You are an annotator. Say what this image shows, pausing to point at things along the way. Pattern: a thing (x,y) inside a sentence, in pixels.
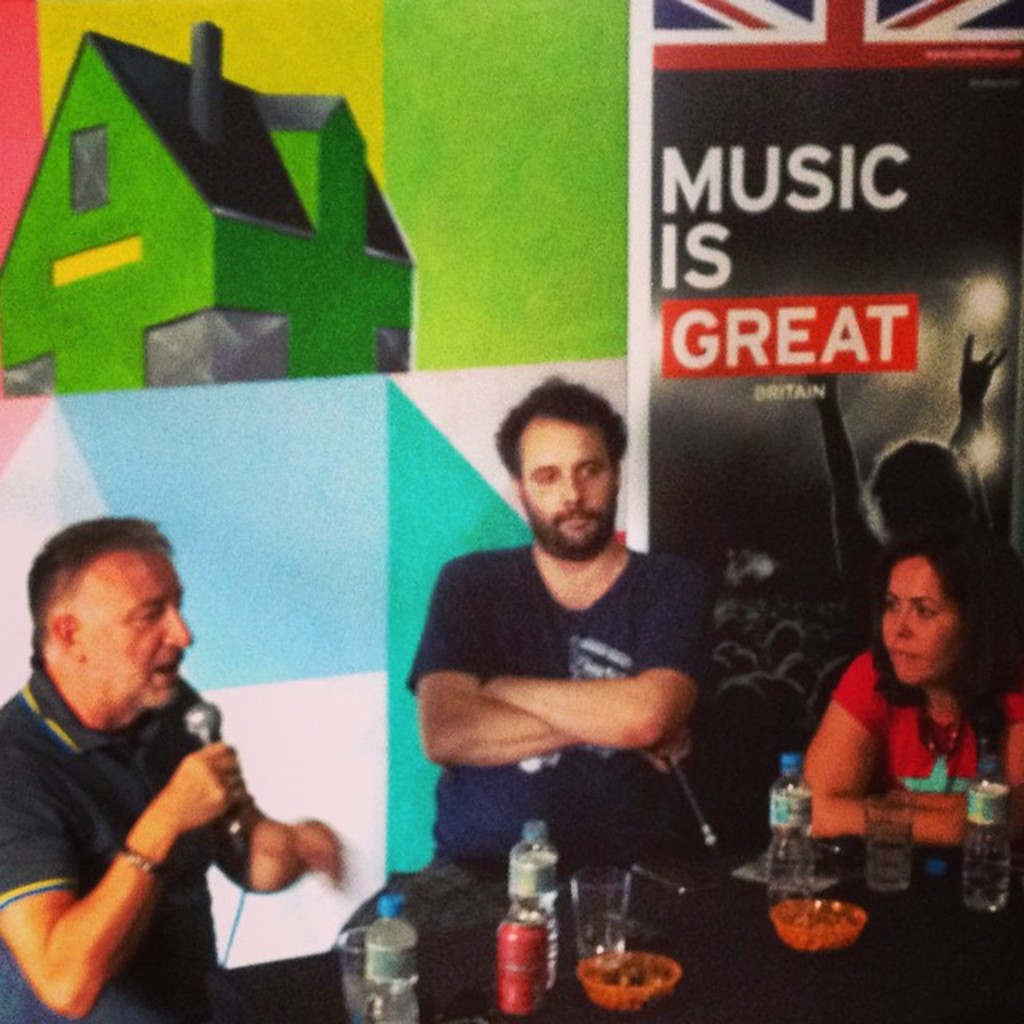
In this picture there is a man (13,766) on the left side of the image (19,764), by holding a mic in his hand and there are other people (674,660) in the image, there is a table (724,985) at the bottom side of the image (533,895), on which there are bowls (811,905), glasses (619,871), and bottles (390,975) and there is a poster (742,417) in the background area of the image (674,295).
